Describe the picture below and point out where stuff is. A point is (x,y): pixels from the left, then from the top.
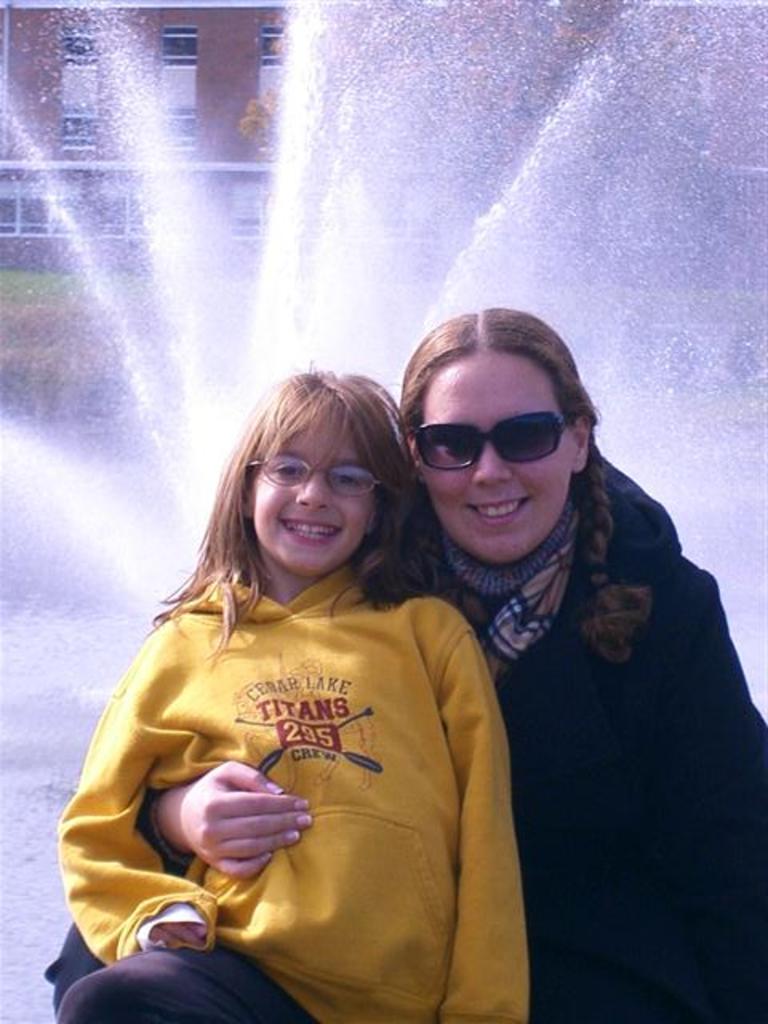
In this picture I can see a girl (276,538) and a woman (461,607) smiling, there is water fountain (279,256), and in the background (190,157) there is a building (37,49).
